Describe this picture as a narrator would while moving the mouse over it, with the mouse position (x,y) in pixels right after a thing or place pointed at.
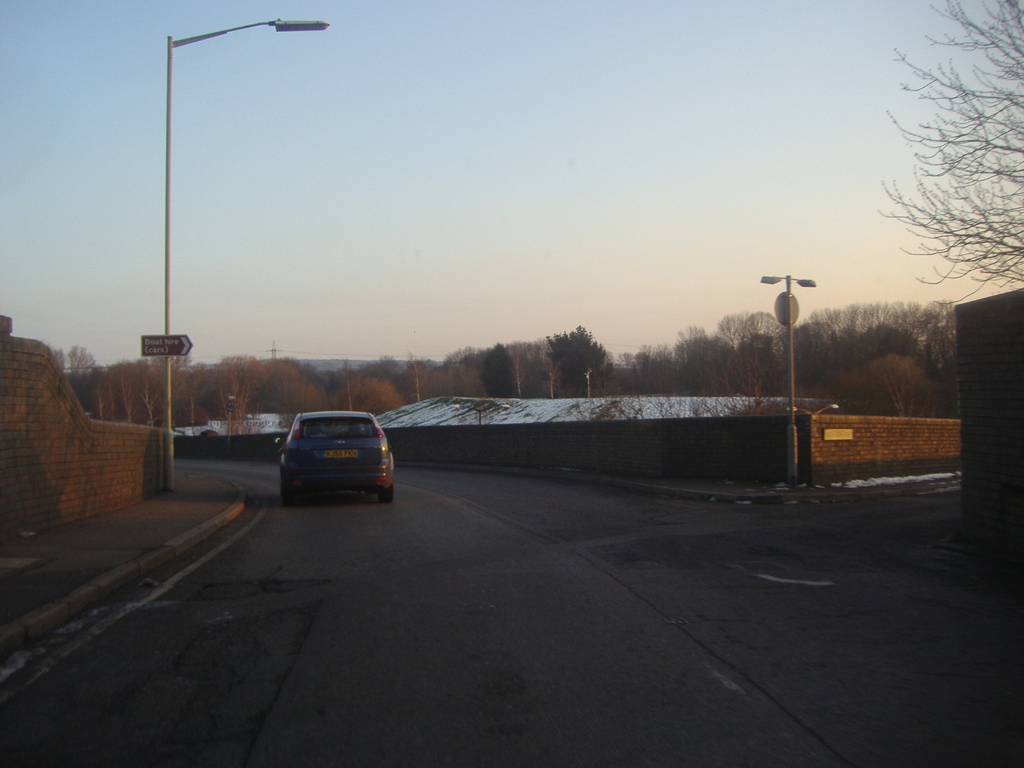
In this image we can see a car (332,455) moving on the ground (225,496). In the background (517,407), we can see a group of poles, trees (376,385), a mound (546,409) with snow (548,411) and the sky (651,217).
